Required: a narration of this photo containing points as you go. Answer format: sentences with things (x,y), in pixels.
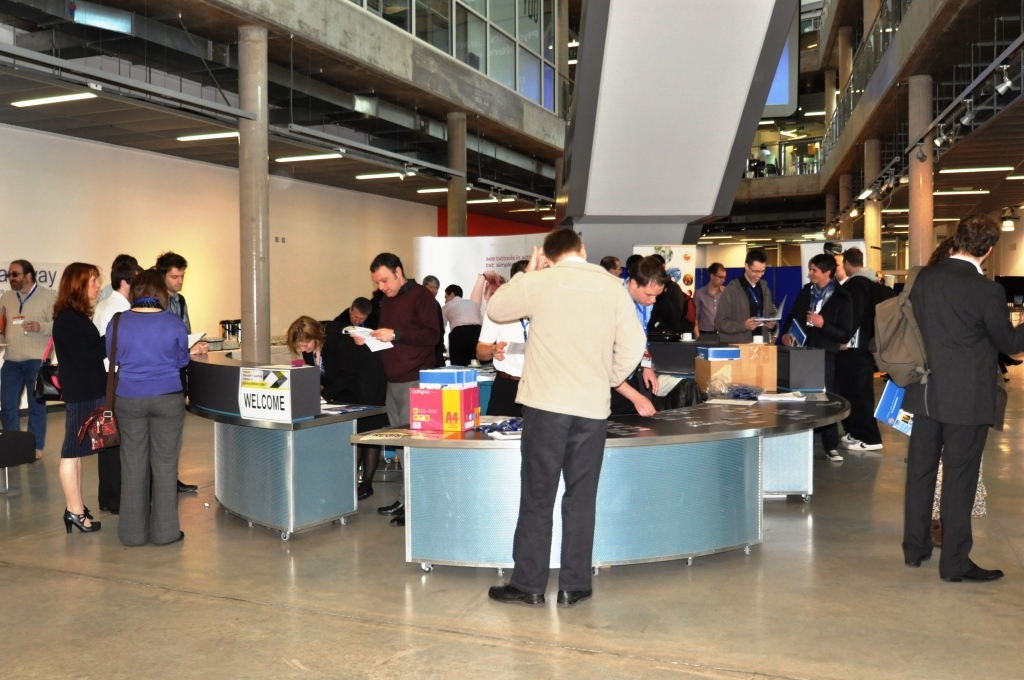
In the middle of this image (351,366), there are persons (156,381) in different color dresses (585,315) standing, there are pillars (465,188), lights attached to the roofs (765,235), posters (645,245) and a banner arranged and there are tables (495,553) arranged on which there are some objects (710,366). In the background (811,163), there are pillars (843,82), lights (816,111) attached to the roof (752,233), there is a fence (861,45), a screen (790,64) and there are glass windows (527,61).
